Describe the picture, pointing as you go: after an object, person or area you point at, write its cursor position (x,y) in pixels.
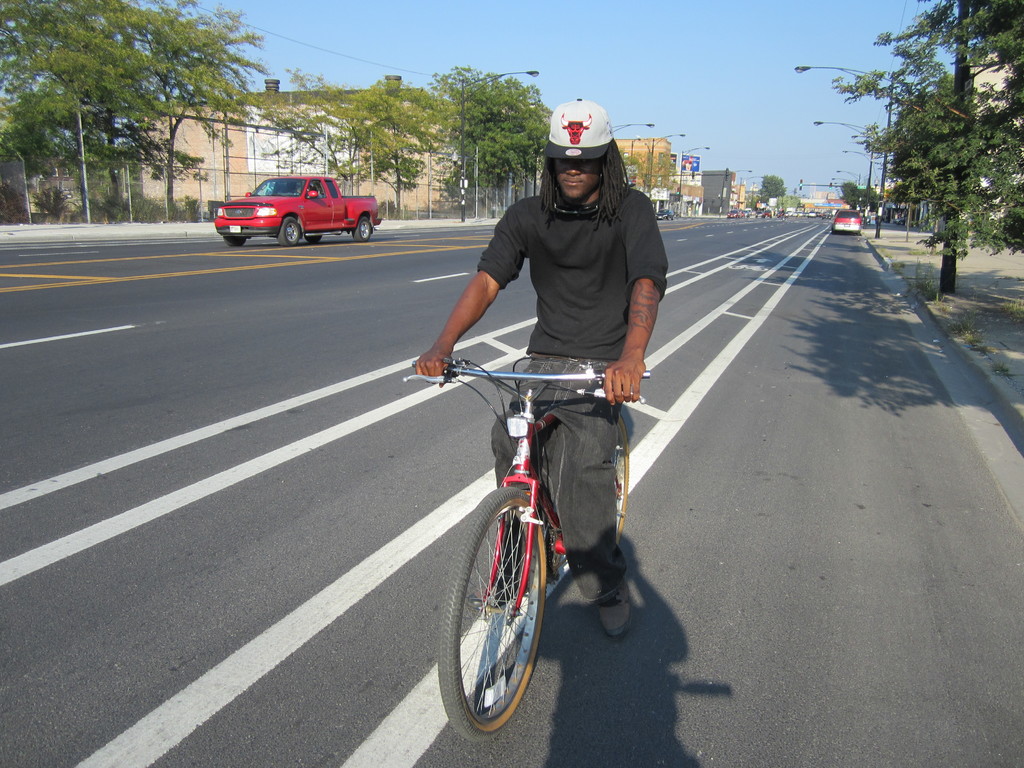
At the top (631,57) we can see a clear blue sky (758,35). Across the road (795,229) we can see trees (931,125) and buildings (840,200). We can see vehicles (815,214) on the road (660,316). Here we can see a man (544,274) wearing a black shirt (609,284) riding a bicycle (534,540) on the road (826,225).
